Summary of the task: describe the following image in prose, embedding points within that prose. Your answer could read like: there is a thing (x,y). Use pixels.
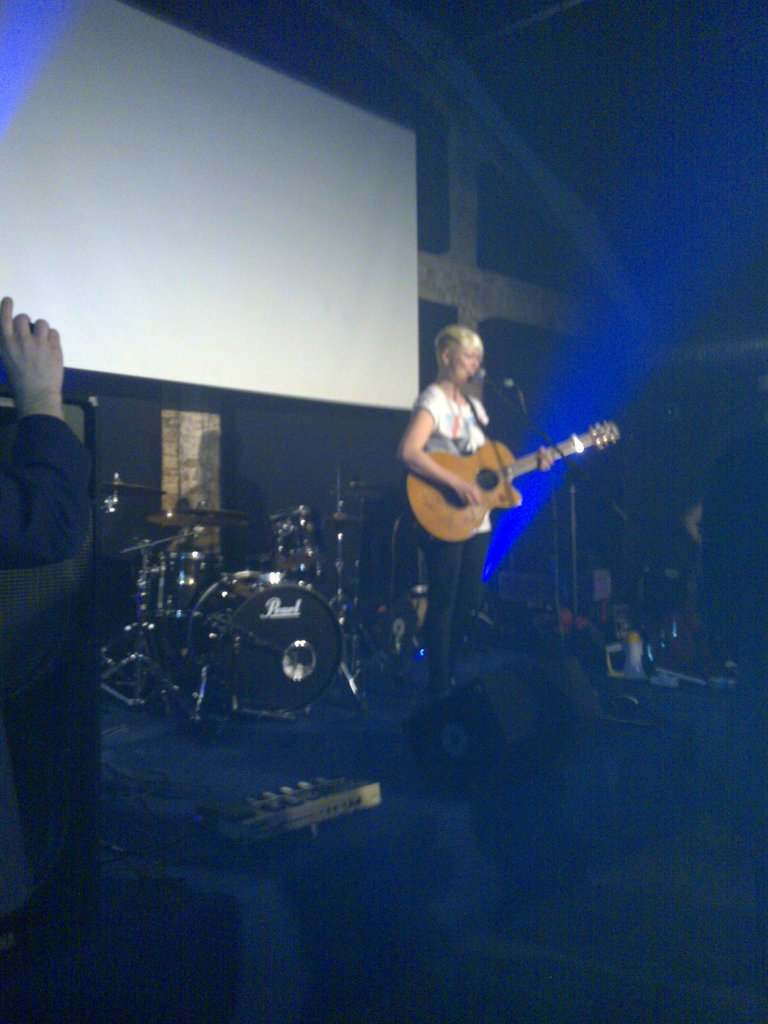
In this image I can see a person (454,628) is standing and holding a guitar (505,466). Here I can see a hand (30,362) of another person (38,362). In the background (207,653) I can see a drum set (247,641) and a screen (237,234).
